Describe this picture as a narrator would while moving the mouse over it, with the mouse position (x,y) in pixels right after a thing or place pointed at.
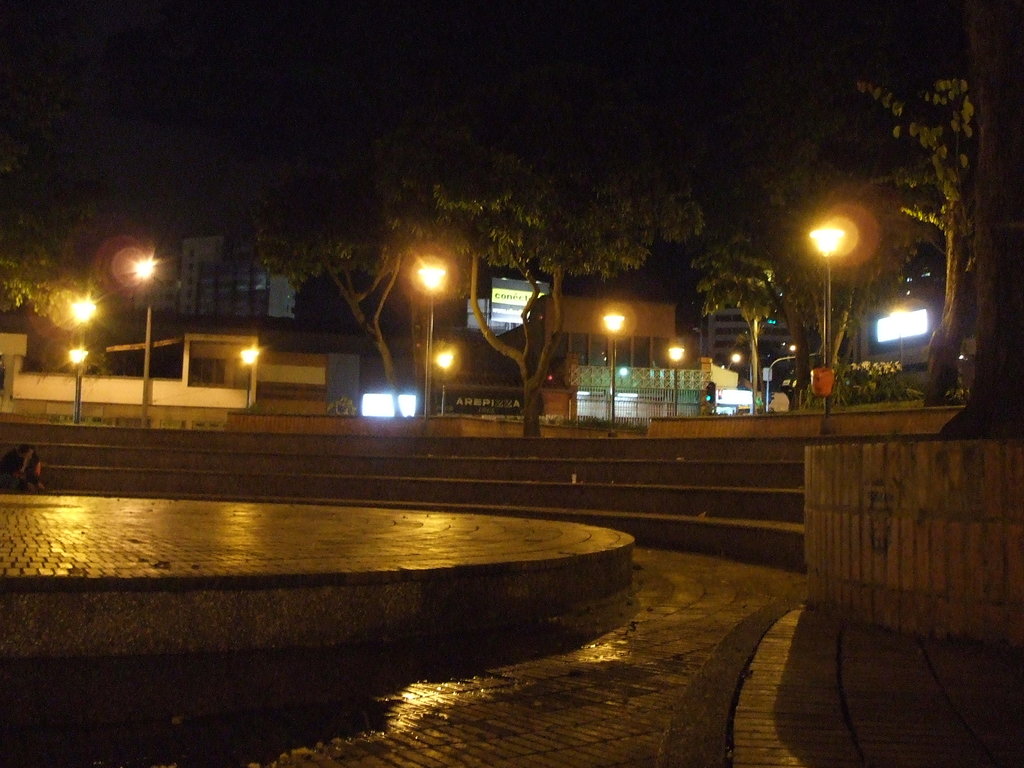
In this picture I can see lights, poles (445,404), there are buildings (513,336), there are trees (1013,57), and there is dark background (729,61).
